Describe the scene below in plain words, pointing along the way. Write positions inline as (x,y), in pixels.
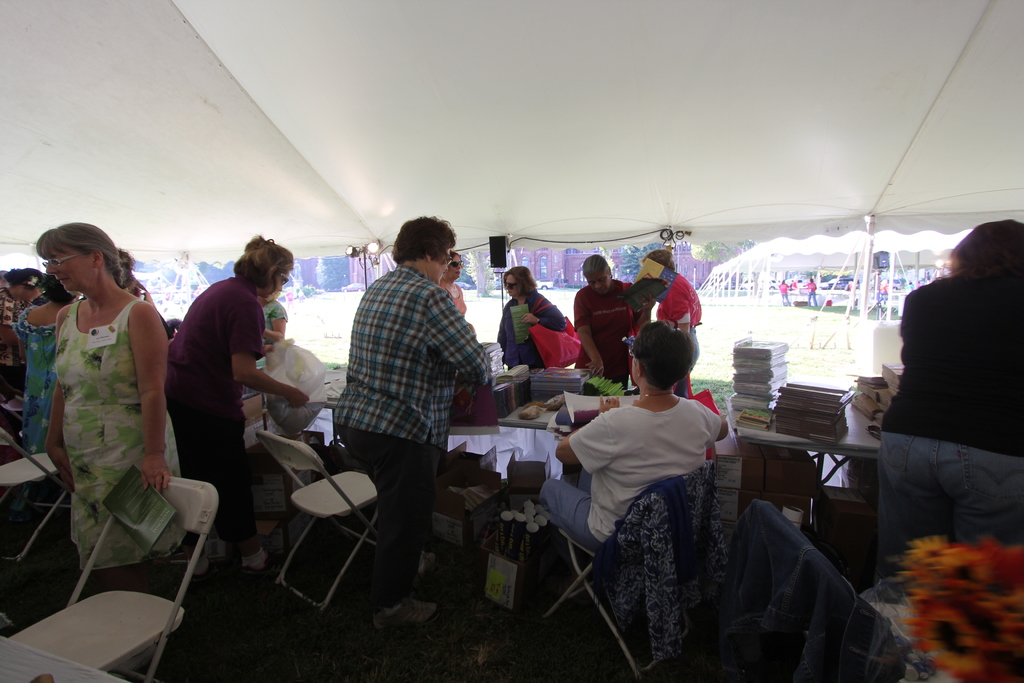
In the image we can see group of persons (685,384) were sitting and standing around the table (818,459). On table (490,428) we can see books (790,404), papers (596,392), cloth (503,431) etc. Coming to background (792,239) we can see tent (788,269), building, tree (489,278), grass (744,319).
